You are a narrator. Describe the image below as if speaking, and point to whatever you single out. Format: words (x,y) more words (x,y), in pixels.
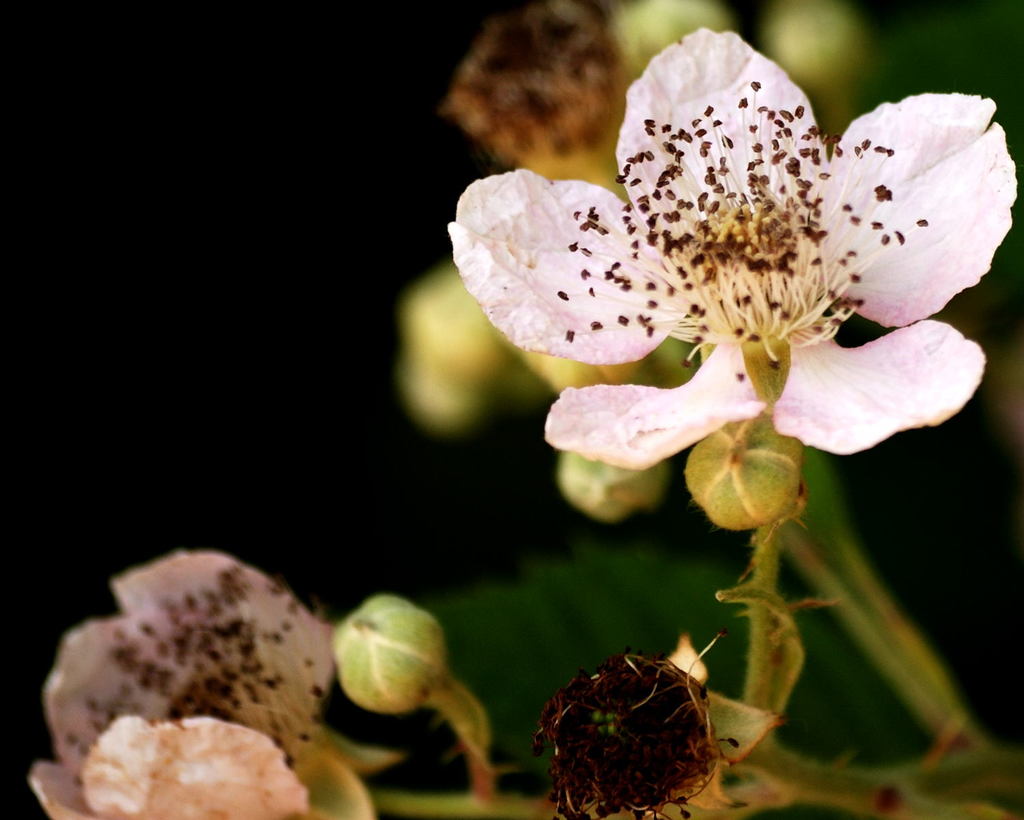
In this picture we can see a flower (767,365) and buds (744,481) in the front (722,440), there is a blurry background (355,171).
